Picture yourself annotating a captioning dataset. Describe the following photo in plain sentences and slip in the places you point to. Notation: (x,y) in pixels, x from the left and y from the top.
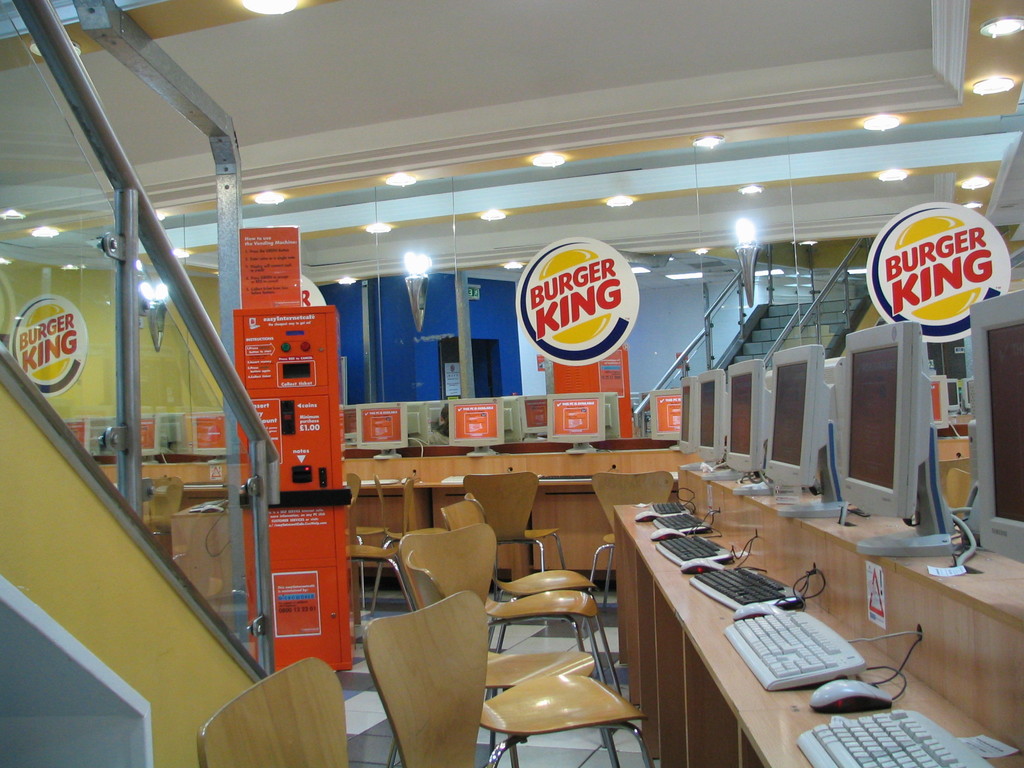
The picture might be taken in a computer lab (570,403). In the picture there are many computers (488,415) on the desk (847,562). There are lot of chairs (422,536) in the room (579,746). In the background (798,265) there is a glass (728,323) behind the glass (828,294) there is a staircase (765,314) and a room (439,325). On the top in the ceiling (585,234) there are lights (609,203).
